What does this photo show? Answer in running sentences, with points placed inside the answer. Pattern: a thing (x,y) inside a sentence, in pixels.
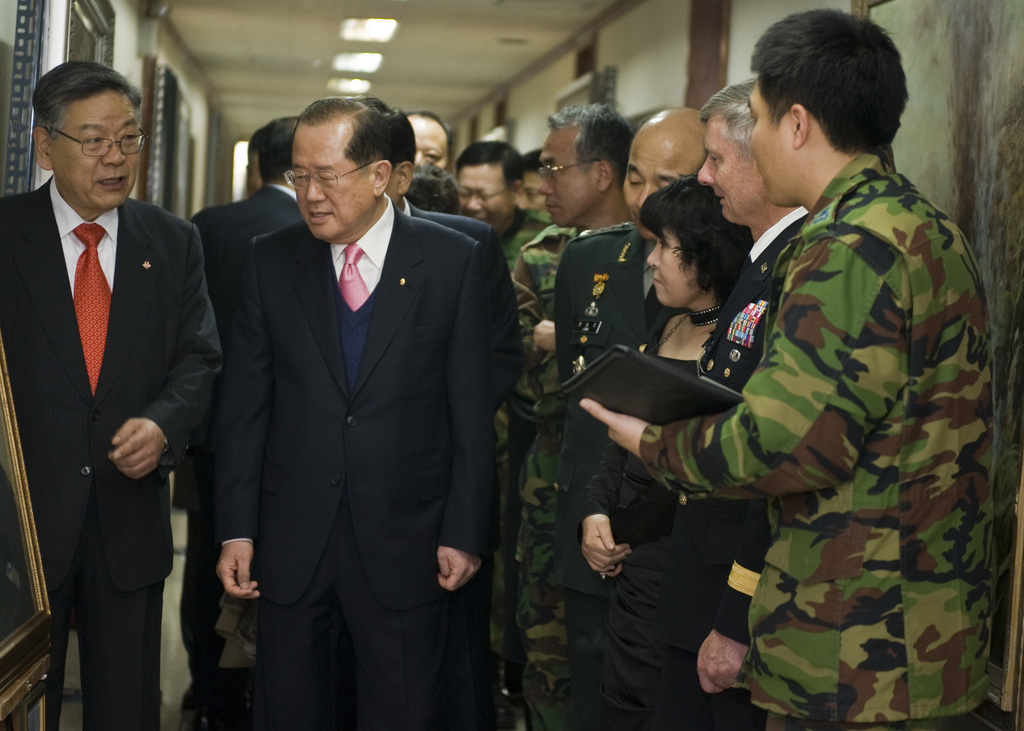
In this image I see number of people (592,212) in which few of them are wearing suits (261,312) and few of them are wearing army uniforms (869,429) and I see that this man (806,372) is holding a black color thing (656,410) in his hand (620,418) and in the background (526,86) I see the wall (633,75) and I see lights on the ceiling (346,76).
